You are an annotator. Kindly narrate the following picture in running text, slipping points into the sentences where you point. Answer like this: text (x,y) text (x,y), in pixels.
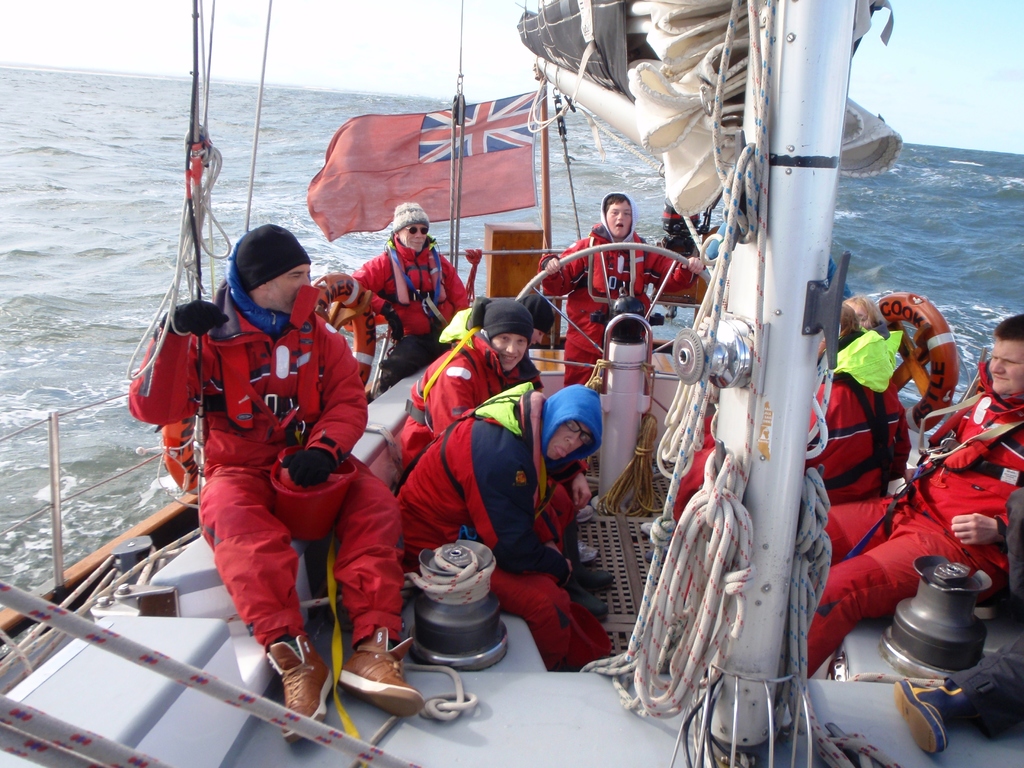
In the image we can see there are many people (384,483) sitting in the boat (627,542), they are wearing clothes (395,555), shoes (287,685) and some of them are wearing cap (259,270) and gloves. Here we can see the flag (497,148) of the country and the ropes (656,600). Here we can see the sea (937,232) and the sky (968,67).
